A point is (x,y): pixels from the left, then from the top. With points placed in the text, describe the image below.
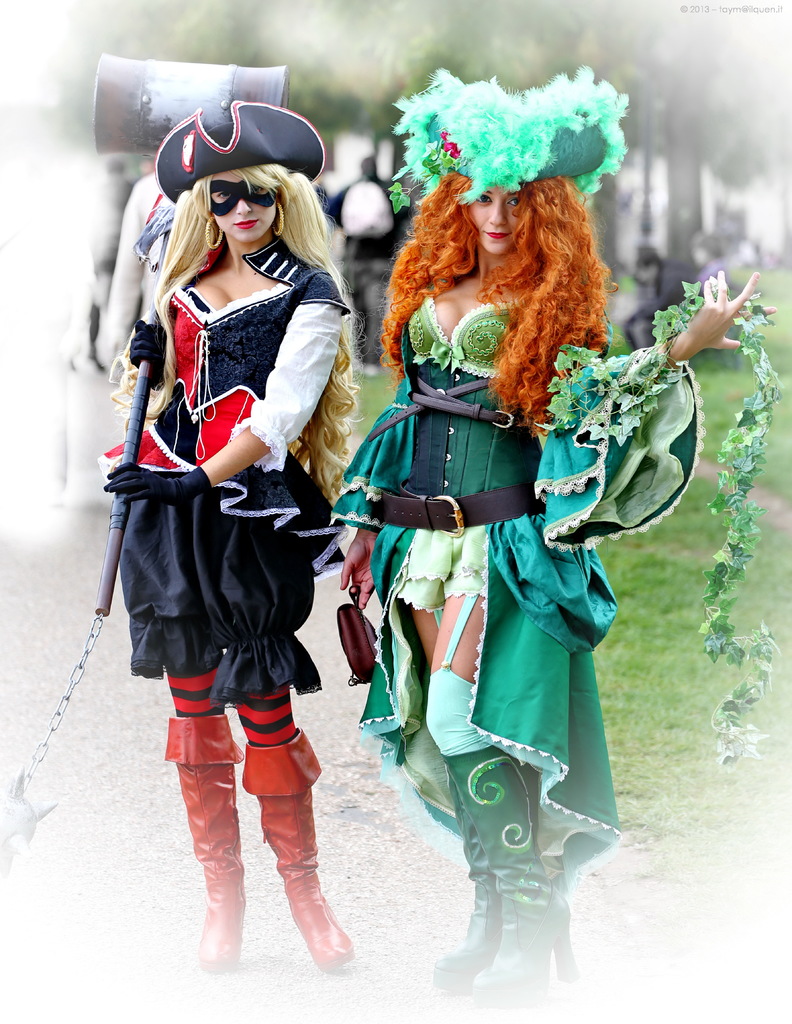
In this image there are two ladies (243,444) standing at the center (379,639). In the background of the image (347,72) there are trees (427,41). To the right side of the image (681,643) there is grass (690,855).
